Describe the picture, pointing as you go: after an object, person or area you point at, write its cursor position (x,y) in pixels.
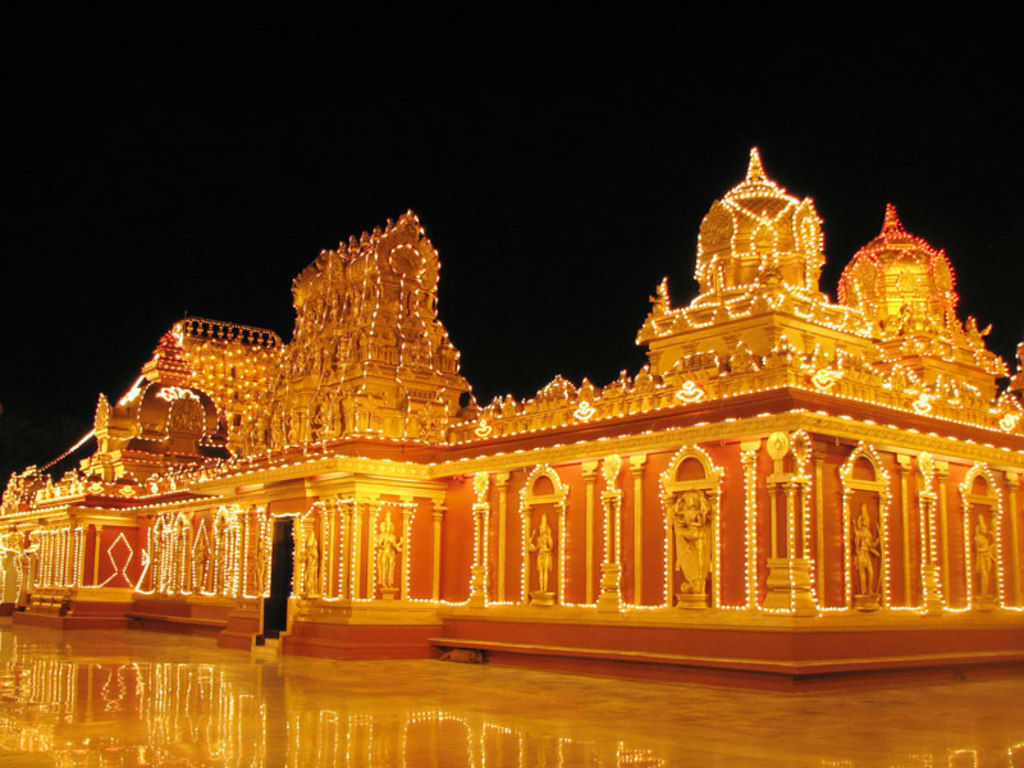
In this image we can see a temple (702,314) decorated with lights (697,300) and there are some sculptures (323,309) on it.
